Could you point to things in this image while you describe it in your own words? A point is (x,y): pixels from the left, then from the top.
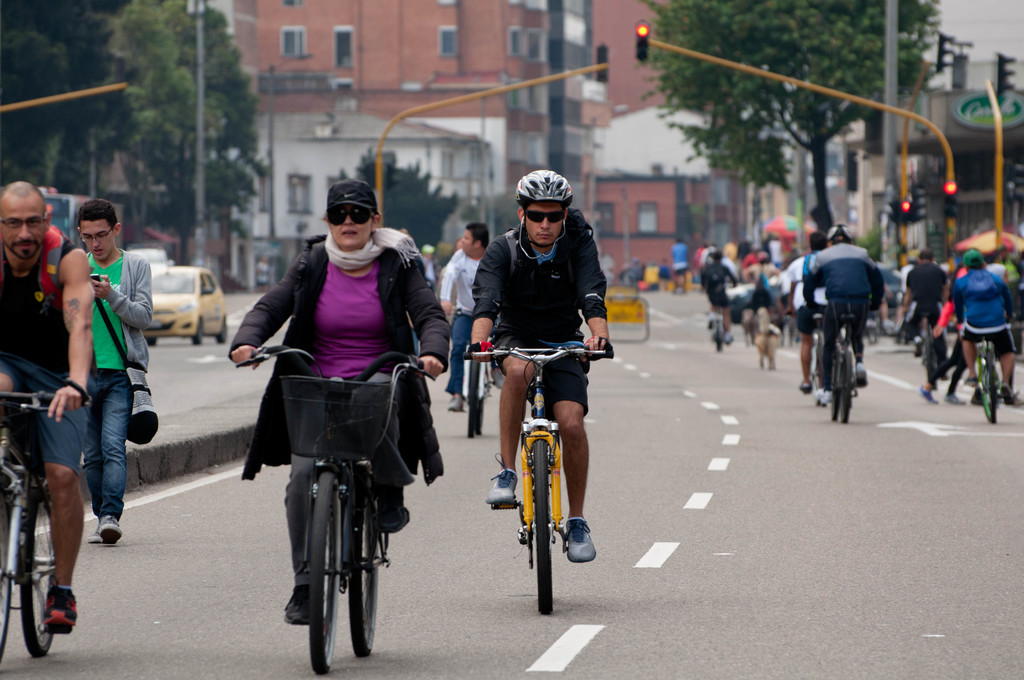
In this image I see number of people (340,217) in which most of them are on the cycle (33,510) and few of them are on the path (666,337). In the background (620,163) I see the traffic signals (645,49), buildings (631,6) and the trees (773,94).
